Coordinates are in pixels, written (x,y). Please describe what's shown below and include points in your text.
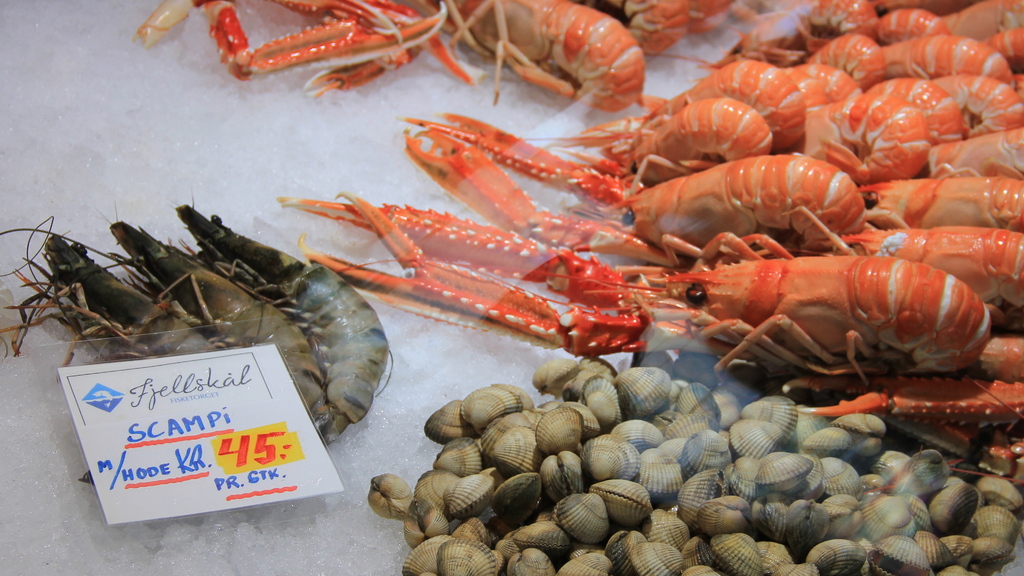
In this image I can see number of orange colour prawns (525,241). On the right bottom side (880,425) I can see number of shells (764,415). On the left side of this image (235,251) I can see few prawns (116,317) and a white colour board (124,476). On this board (149,439) I can see something is written.
